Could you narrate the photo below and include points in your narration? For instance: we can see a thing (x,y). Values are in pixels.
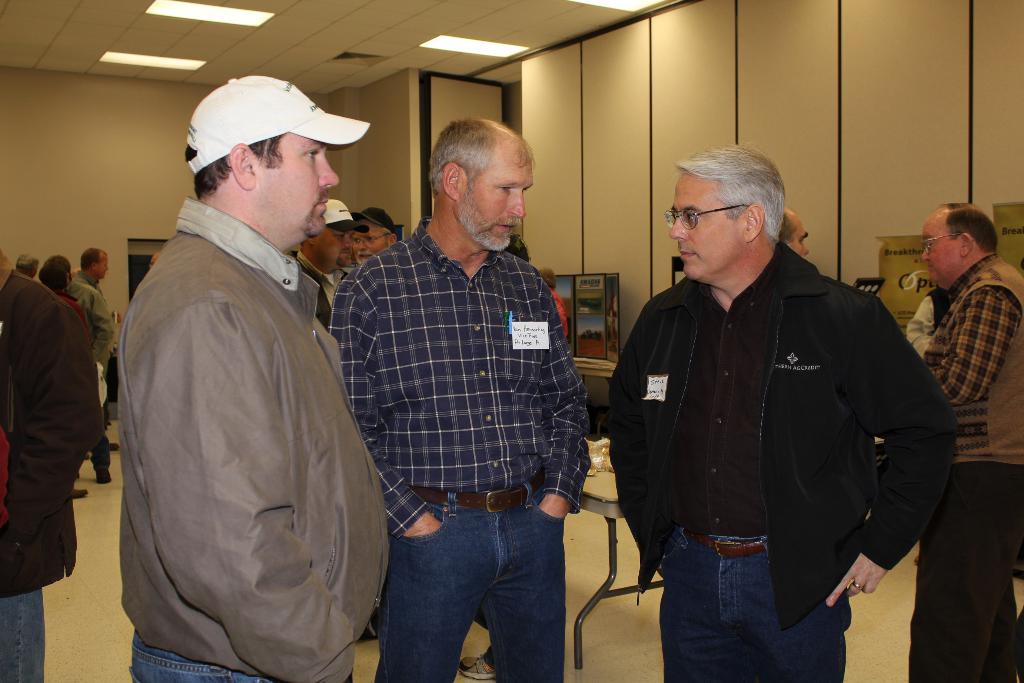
In the foreground of this image (338,475), there are three men (729,555) standing on the floor (618,651). In the background (118,345), there are people (985,332) standing, a table (605,506), few objects (599,309), wall (815,85) and lights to the ceiling (217,39).
